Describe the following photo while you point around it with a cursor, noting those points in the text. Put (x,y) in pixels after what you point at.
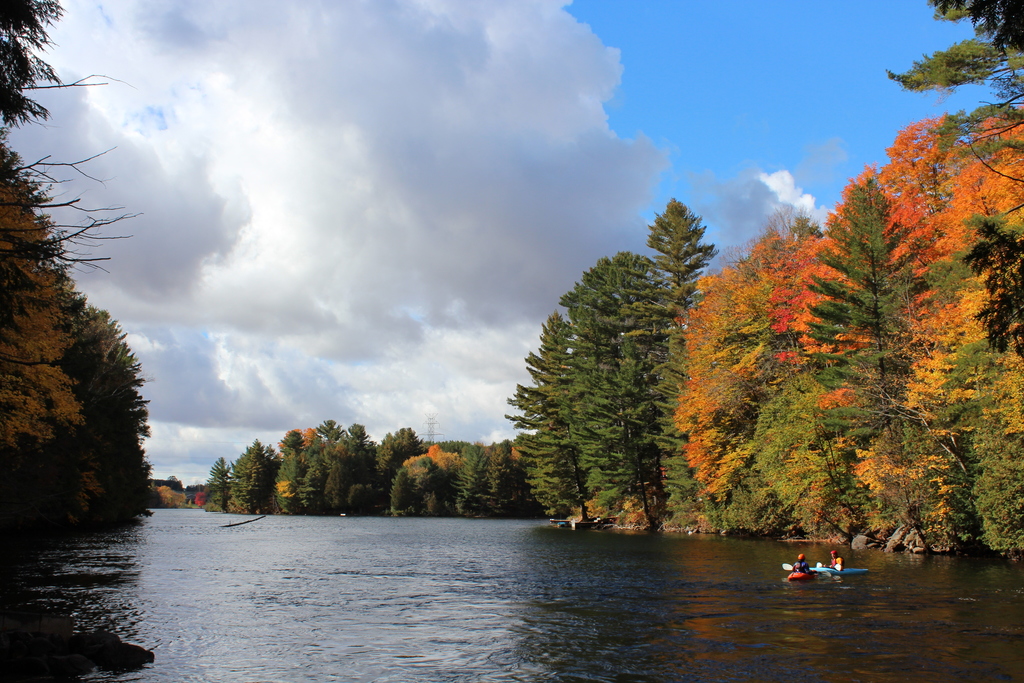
In this image I can see water (226,518) in the centre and on the right side of the image (847,572) I can see two boats (860,572) on the water (832,585). I can also see two persons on the boats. On the both sides of the water (263,637) I can see number of trees (497,474) and in the background (374,101) I can see clouds (515,254) and the sky (707,113).
